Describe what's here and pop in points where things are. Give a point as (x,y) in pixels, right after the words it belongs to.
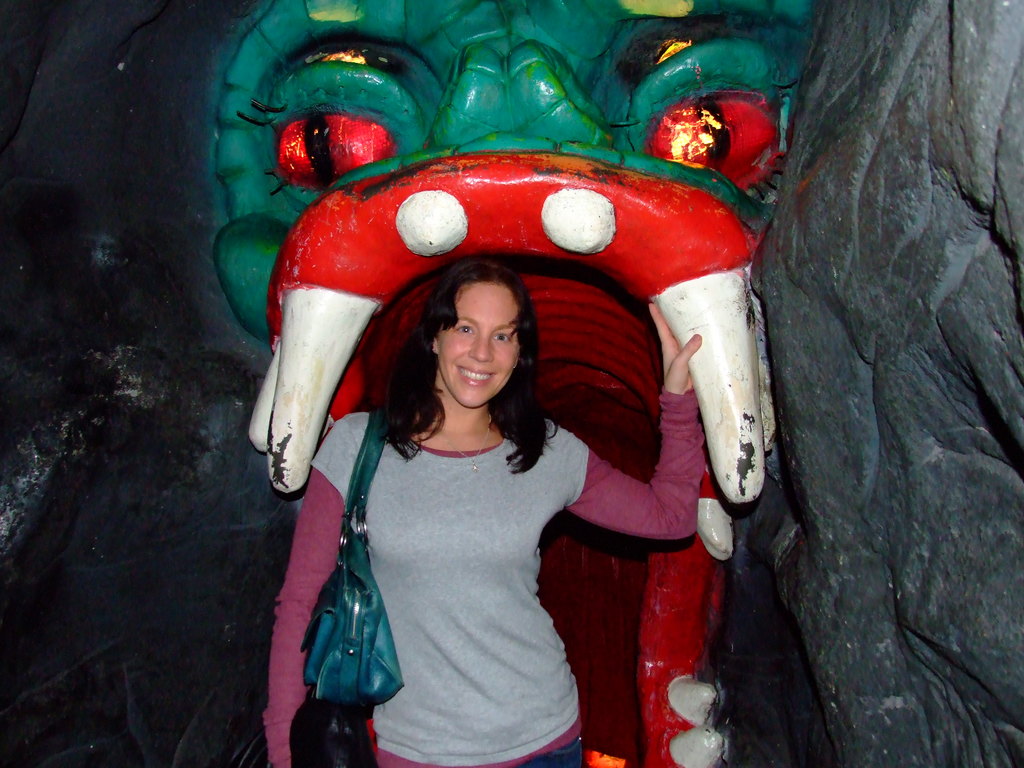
In this image I can see the person (390,531) is standing and wearing the handbag (365,500). Back I can see the rock carving (581,168) and it is painted with different color.
